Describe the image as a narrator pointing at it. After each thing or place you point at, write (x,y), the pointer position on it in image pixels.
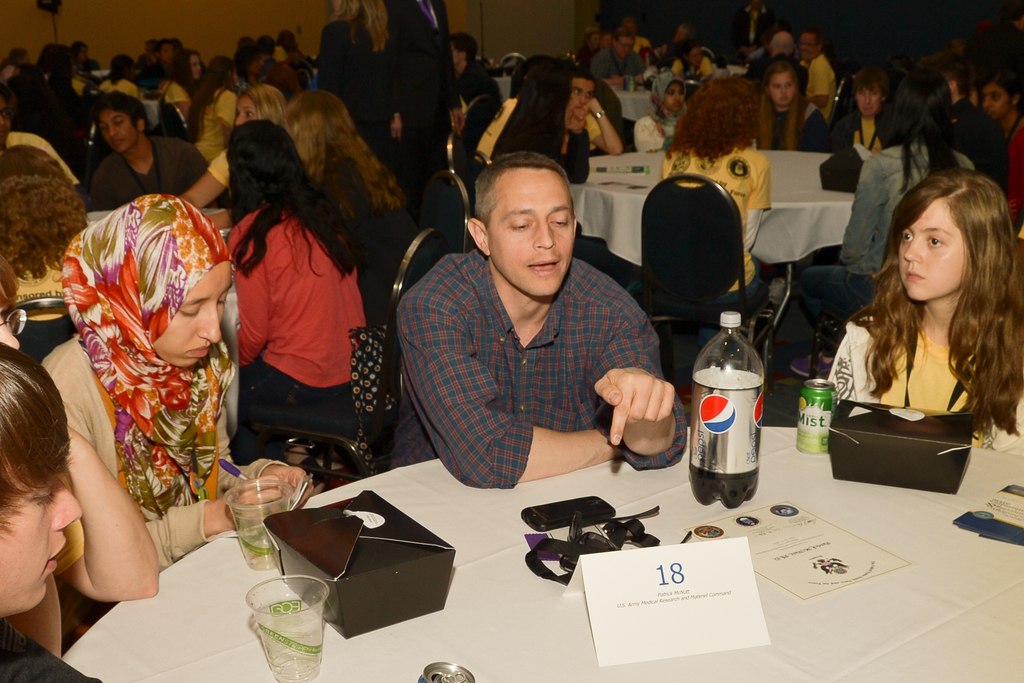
In this image we can see people (646,340) sitting. there are tables (792,445) and we can see bottle (753,477), glasses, tin (806,396), papers (789,560) and boxes (906,483) placed on the table (801,608). In the background (599,25) there is a wall (504,51).
